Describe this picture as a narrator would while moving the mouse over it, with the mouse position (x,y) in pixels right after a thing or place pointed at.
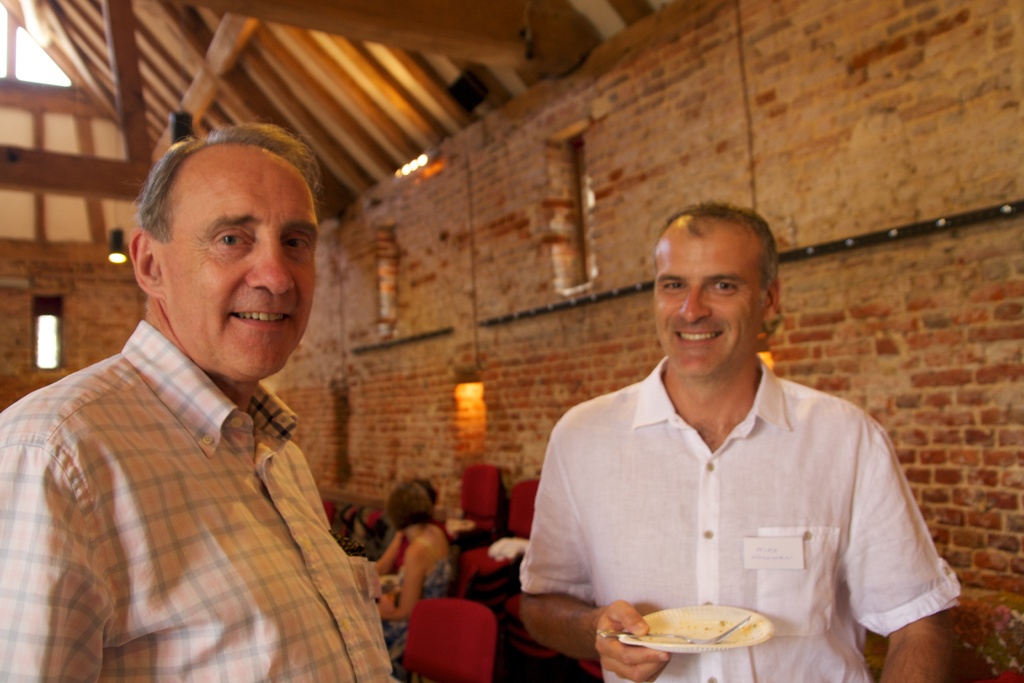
This image is taken indoors. In the background (847,352) there is a wall (451,251) with windows (58,309). At the top of the image (241,51) there is a roof (287,64) and there are few lights (413,161). In the middle of the image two women (415,561) are sitting on the chairs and there are a few empty chairs (473,539). A man (687,534) is standing and holding a plate (664,624) in his hand (636,629). He is with a smiling face (700,325). On the left side of the image (186,434) there is a man (200,522) and he is with a smiling face (215,296).
